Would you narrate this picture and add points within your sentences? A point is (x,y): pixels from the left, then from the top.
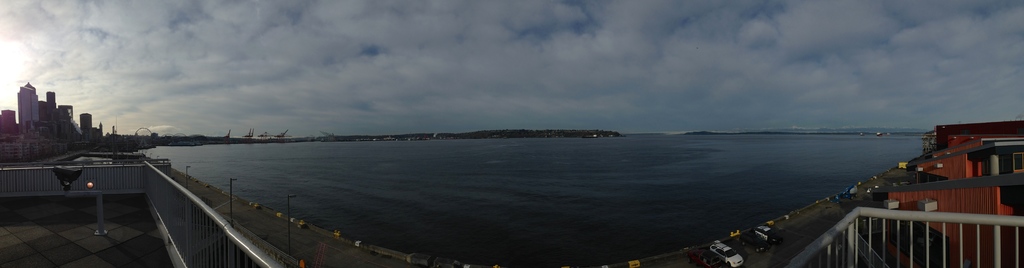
This picture is clicked outside the city. On the left (182,224) we can see the guard rail (96,186). On the right (771,234) there are some objects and vehicles (765,246) placed on the ground (779,246). In the center (515,172) there is a water body (342,181), lights (291,193) attached to the poles (232,189). In the background (301,29) there is a sky (212,36) which is full of clouds (315,95) and we can see the buildings (50,119).
